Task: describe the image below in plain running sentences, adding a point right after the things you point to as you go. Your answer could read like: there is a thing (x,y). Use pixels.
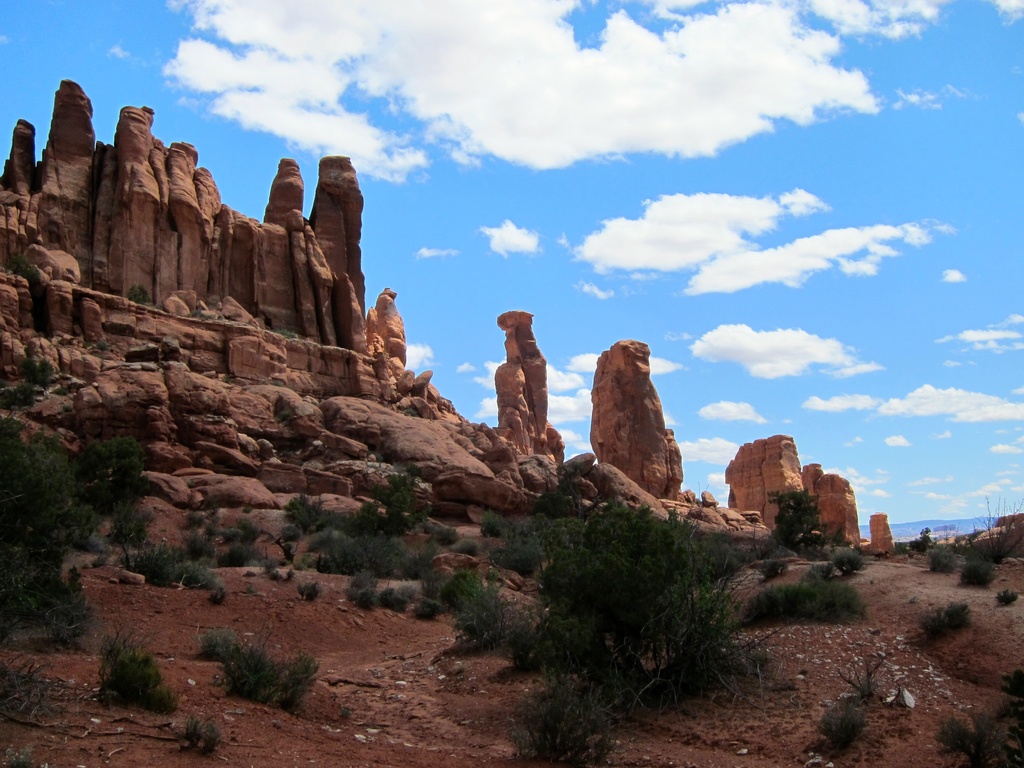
Here we can see plants (779,601) and rocks (443,438). In the background (404,283) there is sky (692,230) with clouds (712,103).
